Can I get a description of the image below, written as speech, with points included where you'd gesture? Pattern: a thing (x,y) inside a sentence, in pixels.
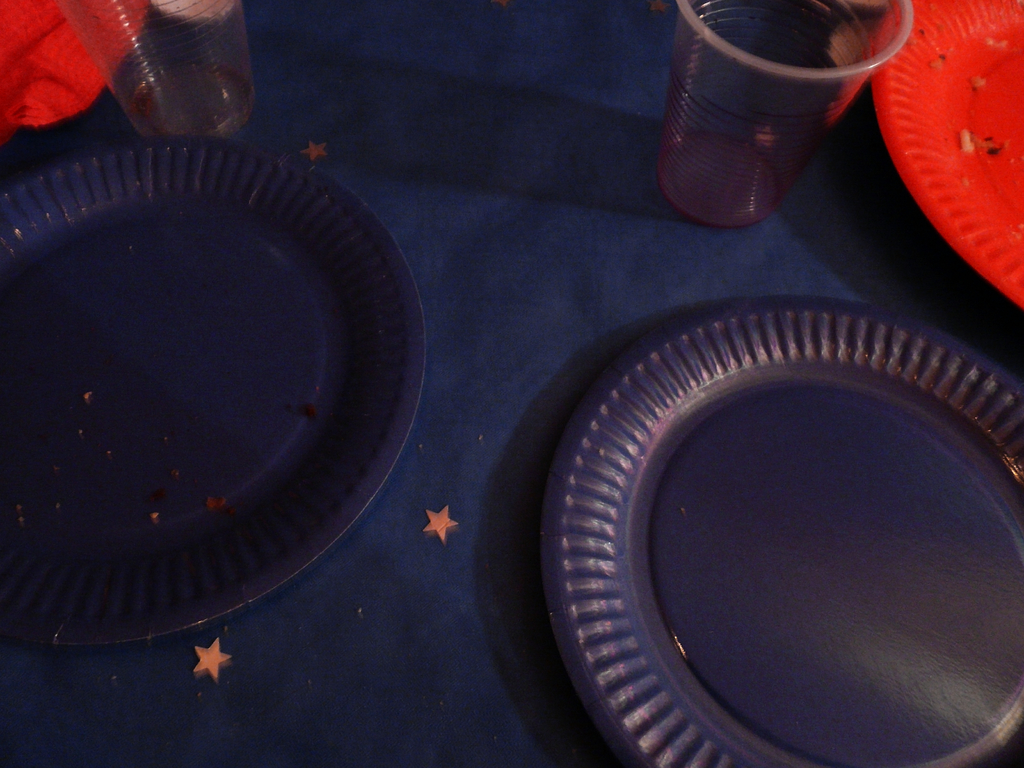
On the table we can see the water glass (728,71), red plates (997,158), blue plates (349,410) and blue color cloth (529,321).
